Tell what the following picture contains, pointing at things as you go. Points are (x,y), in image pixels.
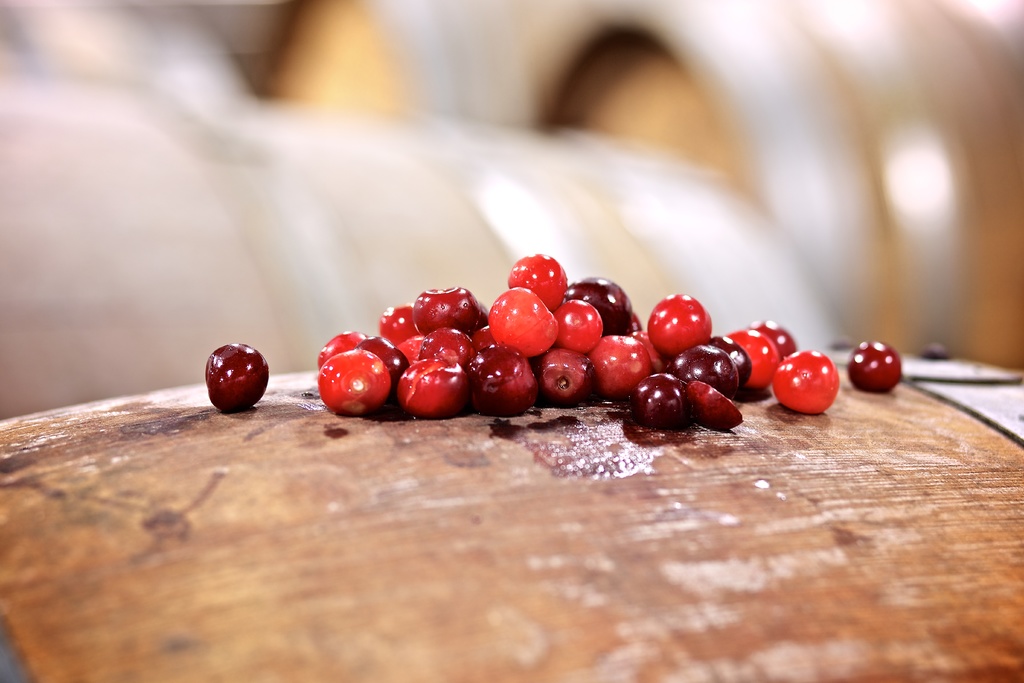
In this image we can see red and brown color objects (556,390).
